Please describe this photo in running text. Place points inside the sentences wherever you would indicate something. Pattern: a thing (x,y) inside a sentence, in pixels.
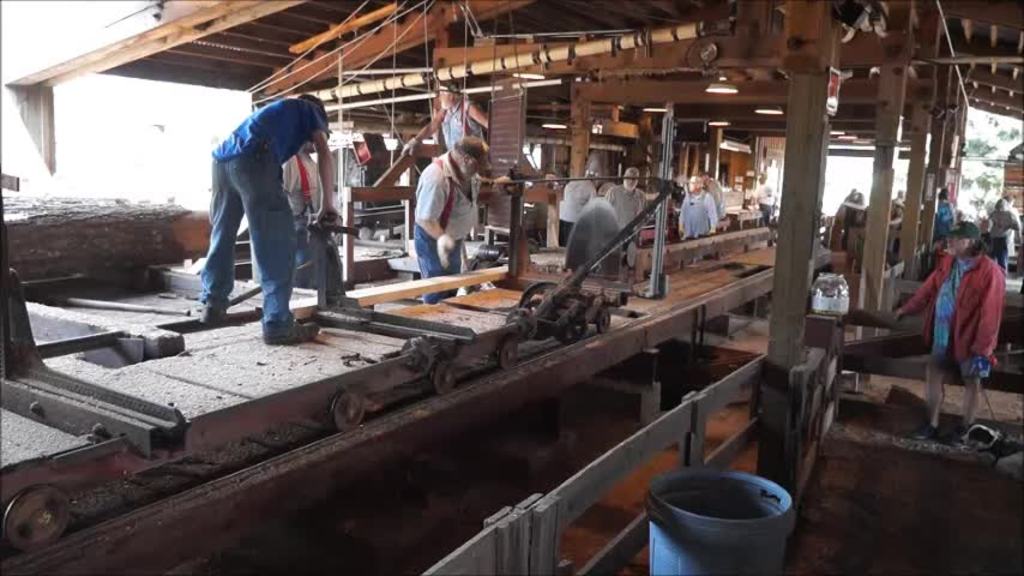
In this image I can see few people (454,153) are working. I can see few wooden objects (867,43), wooden pillars (820,152), blue color object (759,510) and few objects (953,200) around.
